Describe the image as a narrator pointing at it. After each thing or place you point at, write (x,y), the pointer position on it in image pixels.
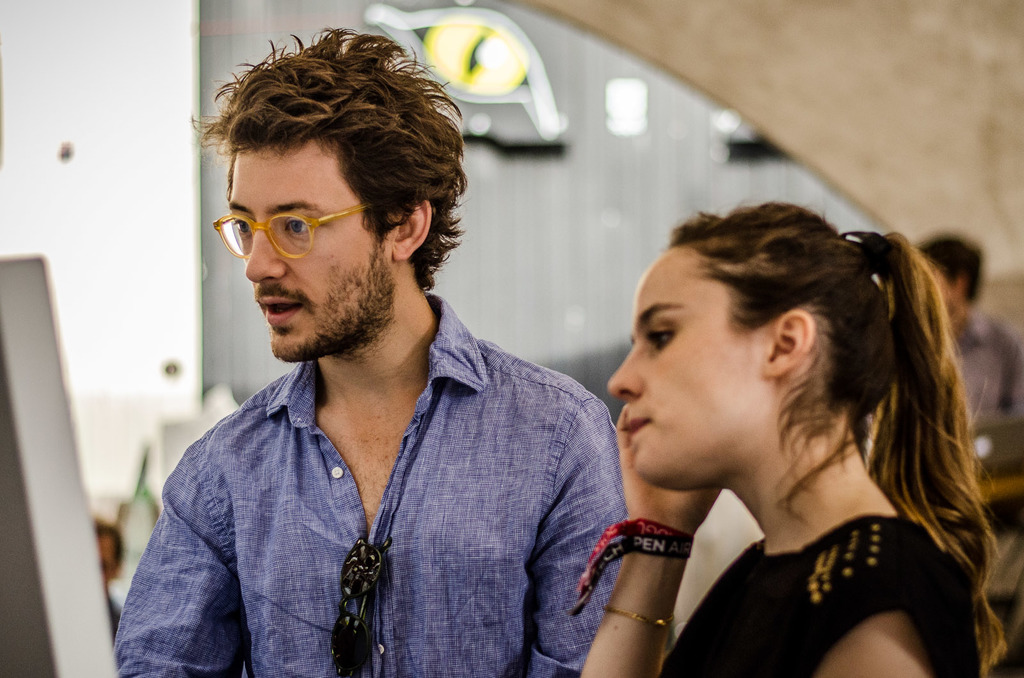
In this image we can see a man (467,335) and a woman (712,462) standing. In the background (862,131) there are walls (592,213).
